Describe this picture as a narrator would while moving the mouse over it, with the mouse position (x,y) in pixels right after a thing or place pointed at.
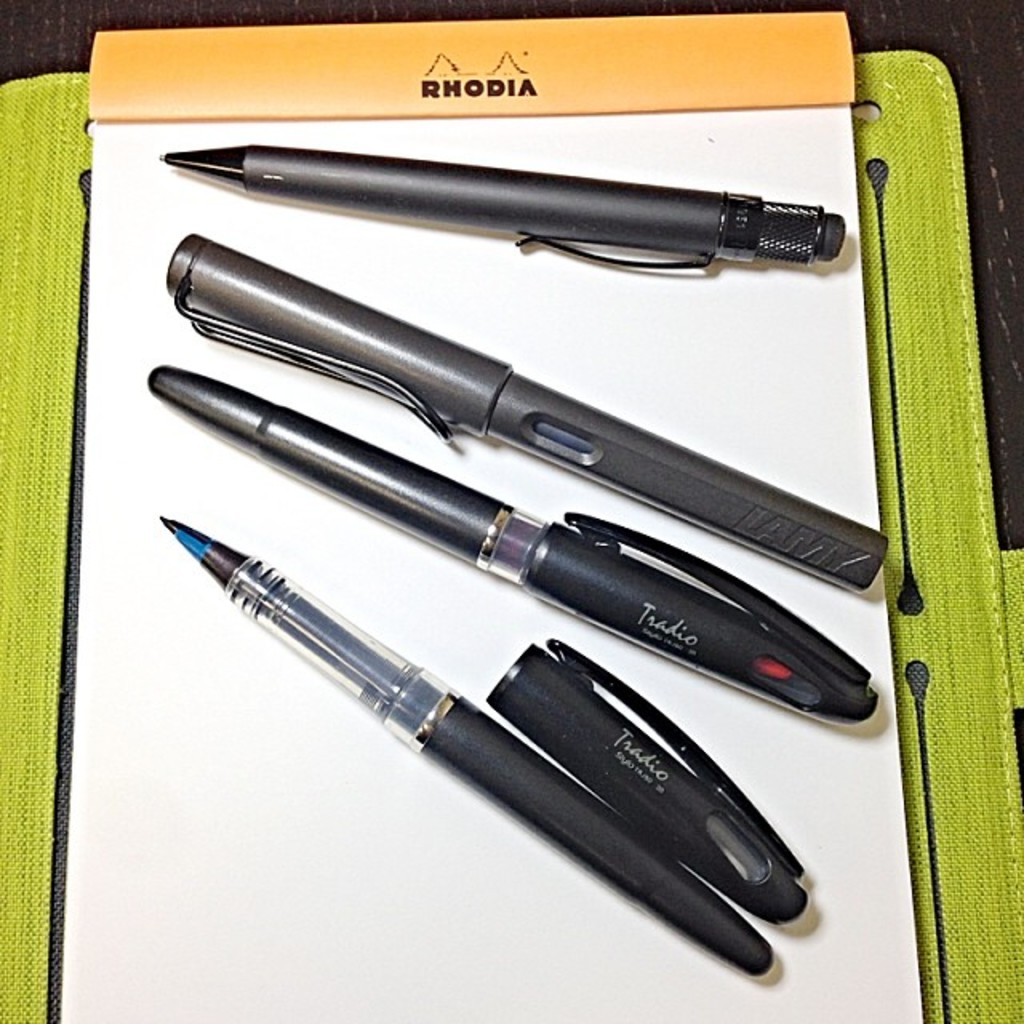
In this image there are pens (504,420) and there is a book (266,808) with some text (501,88) written on it and there is an object (925,490) which is green in colour.
